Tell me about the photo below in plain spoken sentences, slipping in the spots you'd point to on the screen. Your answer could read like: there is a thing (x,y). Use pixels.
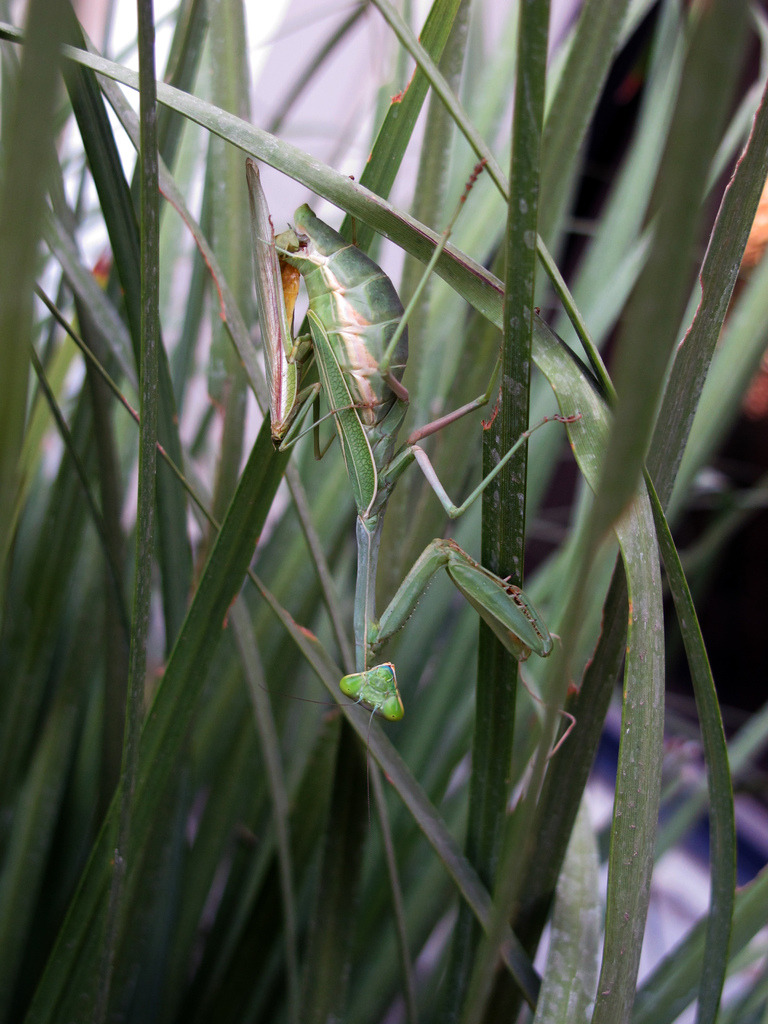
In this image we can see an insect (383,344) on plant (461,351).
